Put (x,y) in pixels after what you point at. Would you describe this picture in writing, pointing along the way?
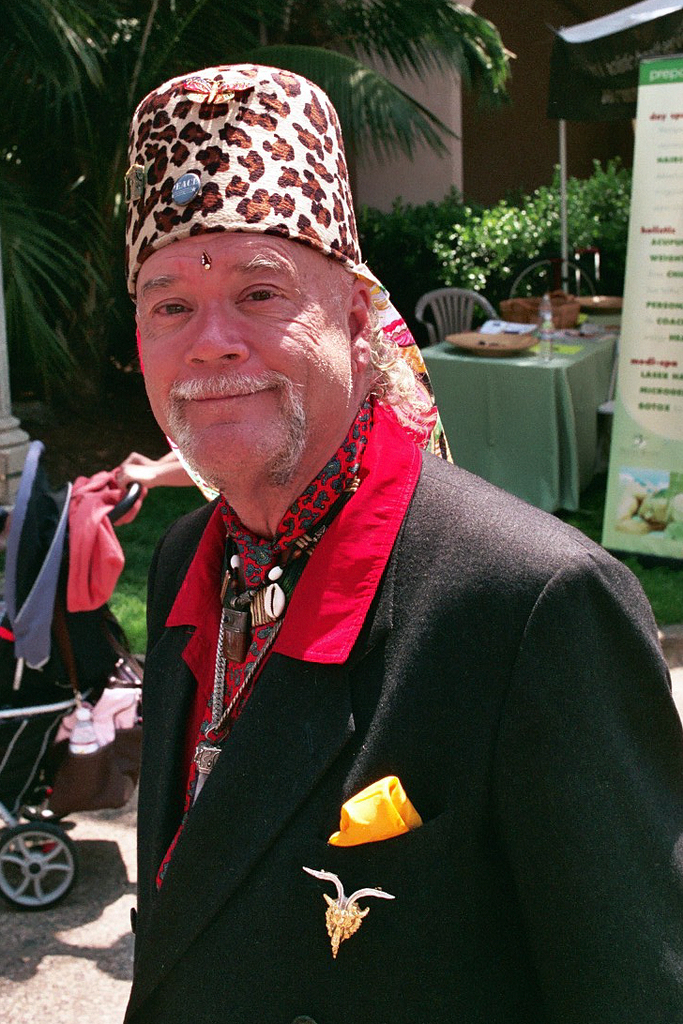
In the image there is a man (335,274) in the foreground (405,654) and behind him there is a trolley (61,614), table (547,370), chair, a board (633,331) and on the left side (54,128) there are trees (287,64), beside the trees (312,26) there are plants (522,213).
